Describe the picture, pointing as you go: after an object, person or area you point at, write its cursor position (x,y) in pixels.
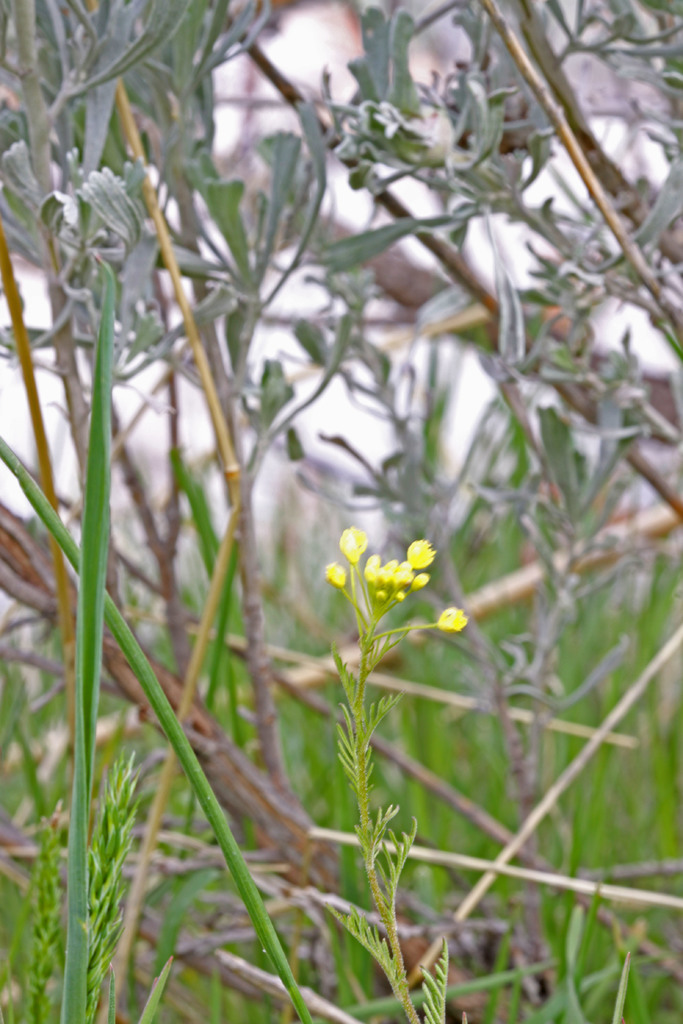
The picture consists of plants (126,808). In the center of the picture (387,604) there are flowers (344,545). The background (241,122) is blurred. The background (475,718) there is grass (466,720).
